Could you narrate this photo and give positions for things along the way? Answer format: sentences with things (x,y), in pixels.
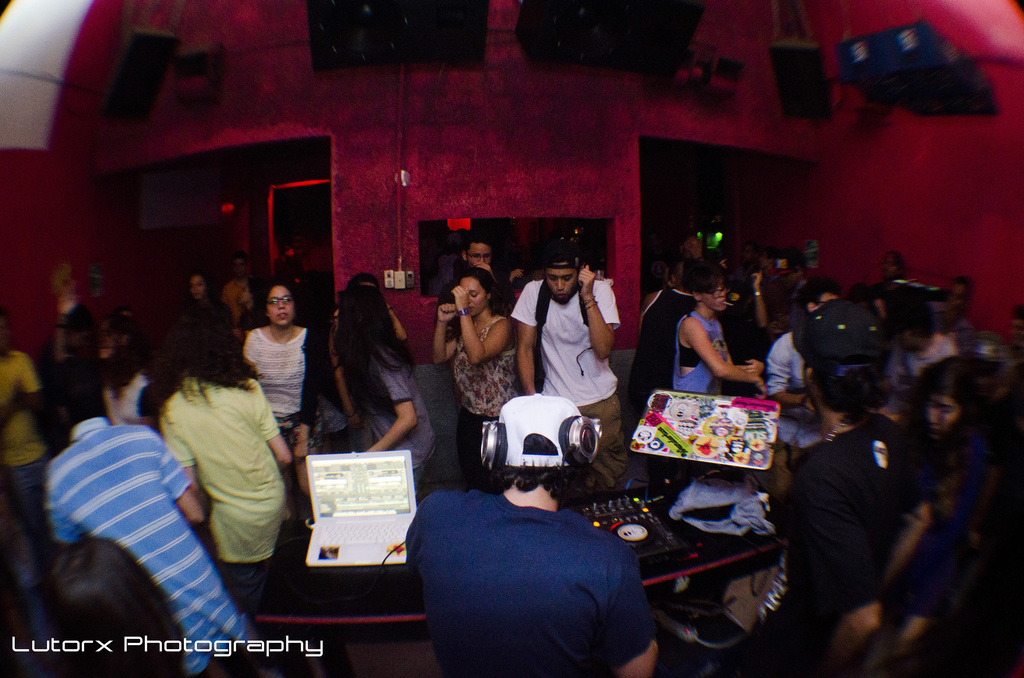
In this image we can see few persons (485,463) and there is a laptop (311,552), an electronic device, bag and objects (643,510) are on a table (297,581). In the background (621,259) we can see objects (271,202) and walls (365,214).
